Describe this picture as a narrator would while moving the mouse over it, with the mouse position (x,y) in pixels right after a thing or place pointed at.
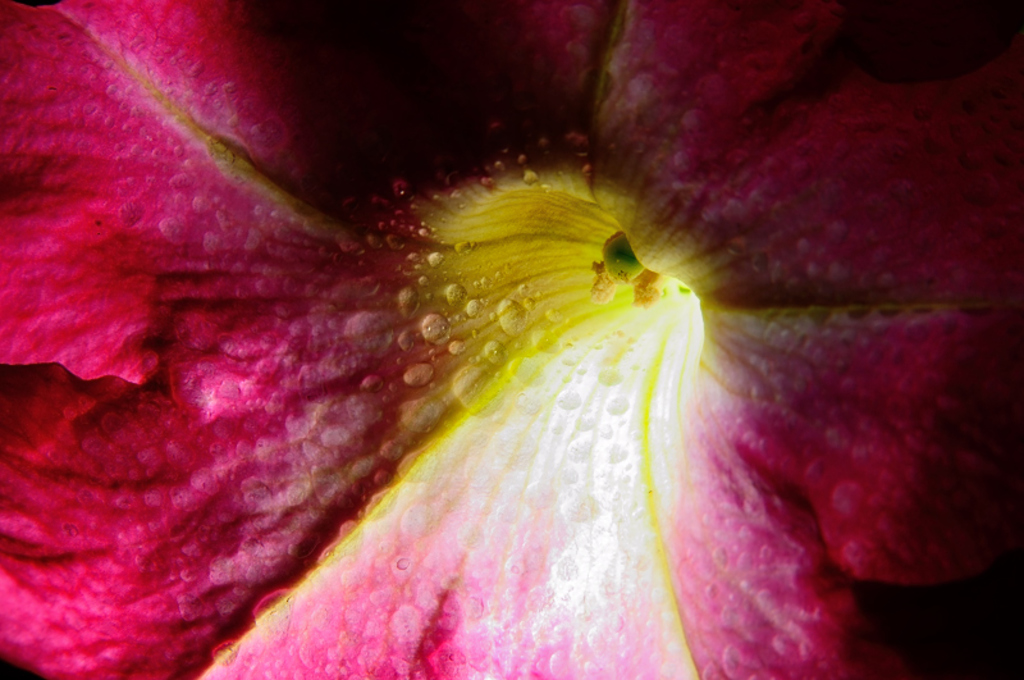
In this image I can see a flower (290,439). The flower (290,439) is pink in color. The inside part (630,289) of the flower (543,341) is in yellow color.
